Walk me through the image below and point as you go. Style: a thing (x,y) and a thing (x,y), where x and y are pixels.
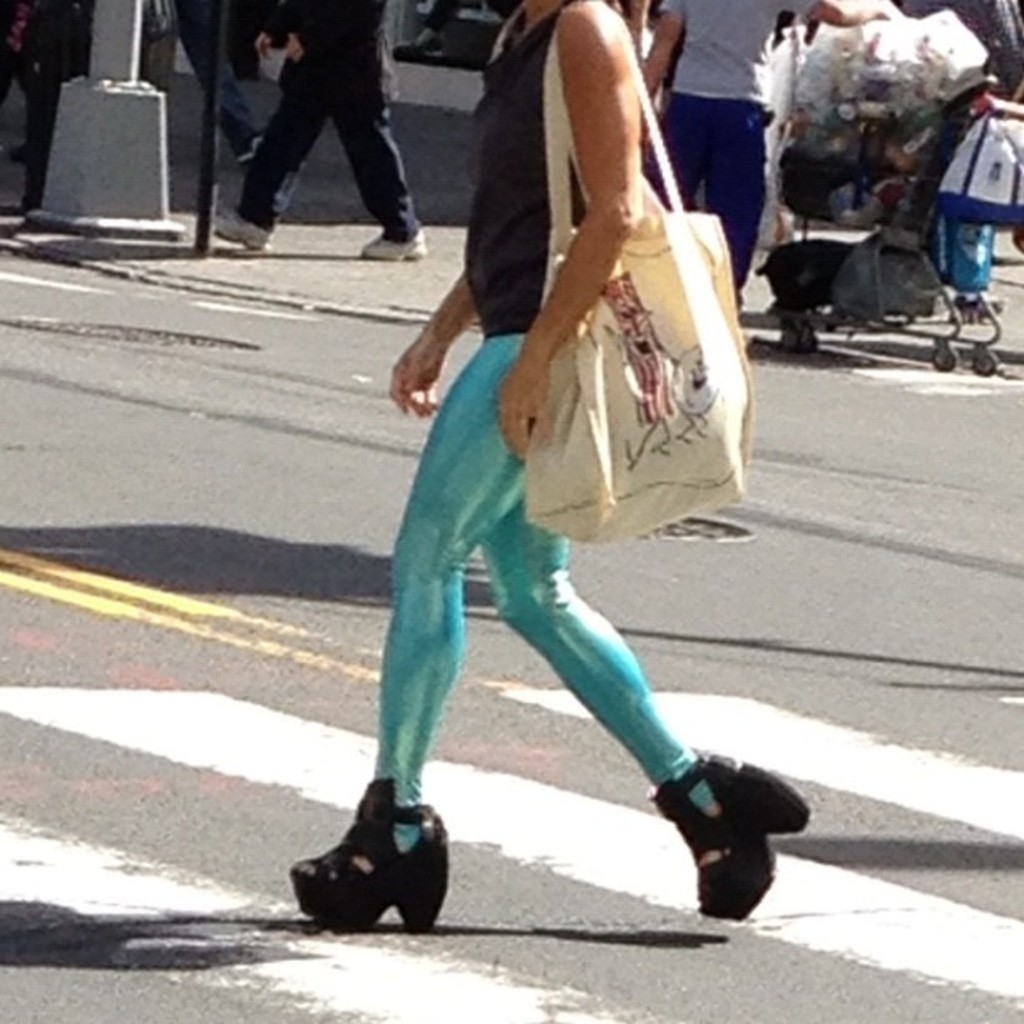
In this image I can see the person (440,444) walking and the person (494,178) is wearing black and blue color dress (489,211). Background (29,173) I can see few other persons (29,191) walking on the road (277,570) and I can see few poles (161,150).
